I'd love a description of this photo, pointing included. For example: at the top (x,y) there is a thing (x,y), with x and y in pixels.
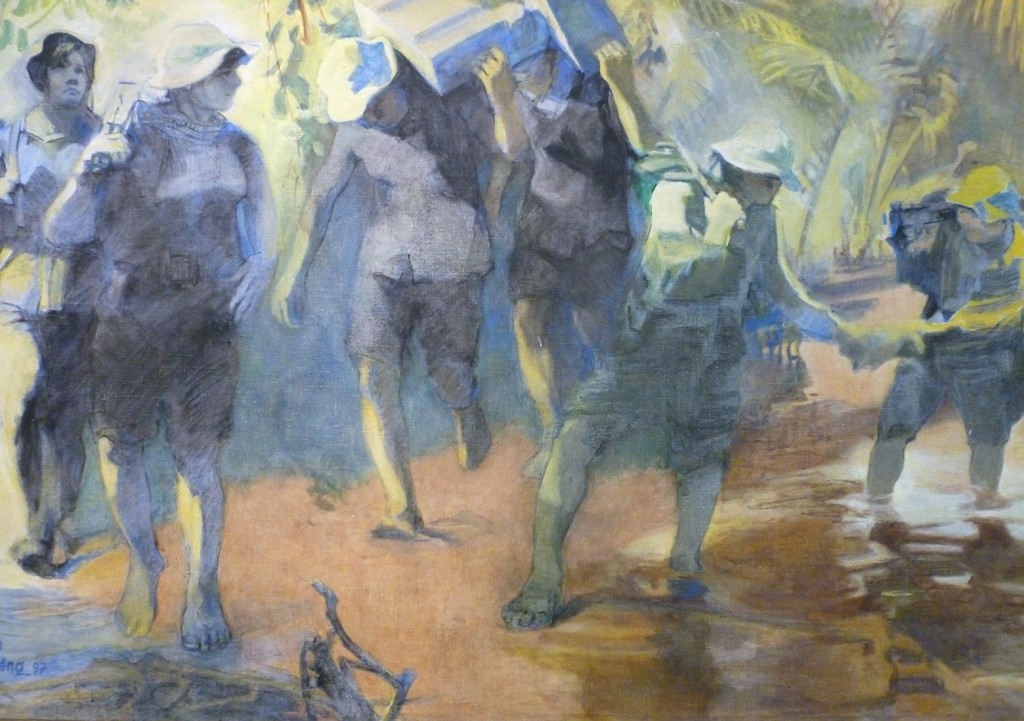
In this image I can see a painting (544,375) of few people (227,214). They are in blue, green, white and brown color.
